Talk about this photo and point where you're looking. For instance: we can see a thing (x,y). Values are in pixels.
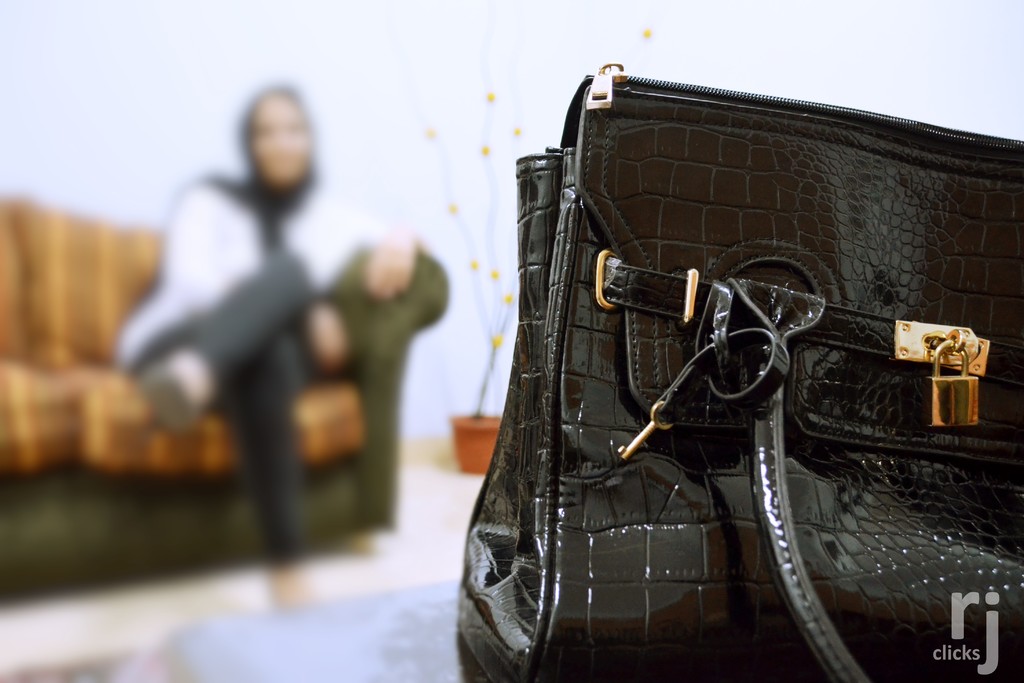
On the right (829,372) there is a bag (813,377), which is in black color. On the left (178,278) there is a person (277,359) sitting on the couch (48,438). In the background (839,33) there is wall (509,161) and flower pot (475,440).
